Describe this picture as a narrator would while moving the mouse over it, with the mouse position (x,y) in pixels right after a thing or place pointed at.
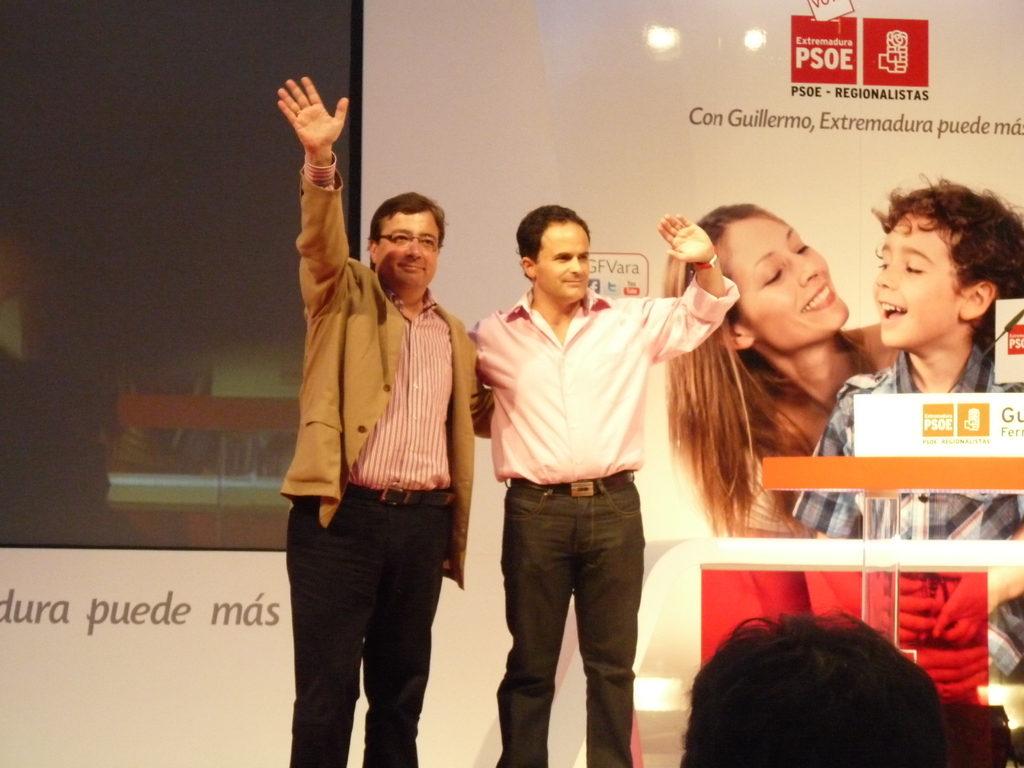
In this image there are two men (425,455) standing, there is a man (836,667) towards the bottom of the image (824,673), there are objects (848,469) towards the right of the image (872,486), there is a screen (212,306) towards the left of the image (165,301), at the background of the image (558,68) there is a board (692,417), there is text (166,617) on the board (774,276), there is a boy (935,324) and a woman (753,344) on the board (803,344).
